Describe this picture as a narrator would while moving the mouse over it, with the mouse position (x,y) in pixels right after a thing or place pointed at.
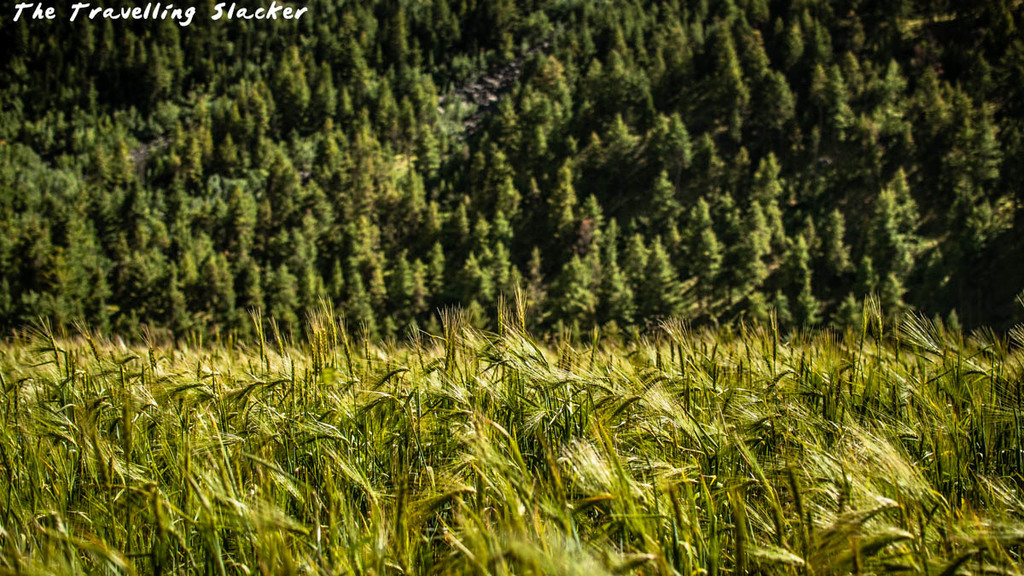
In this picture I can see the farmland (549,459). In the background (673,95) I can see the trees (487,26) on the mountain (778,100). At the bottom (370,397) I can see the plants (487,382) & seeds (445,337). In the top left corner (222,11) there is a watermark (264,20).
